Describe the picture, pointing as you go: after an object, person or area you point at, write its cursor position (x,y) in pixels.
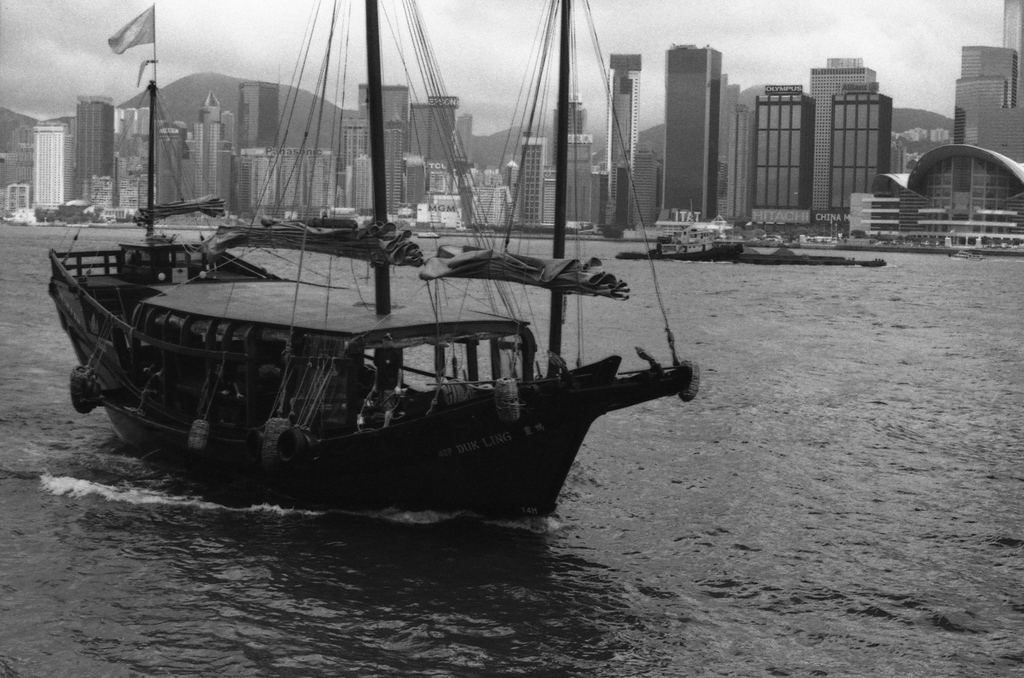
In this image we can see the boats (294,311) in the water (824,251). And we can see the buildings (238,117). And we can see the hill (231,97). And we can see a flag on the boat (550,466). And we can see a few hoardings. And we can see the sky (799,52).
